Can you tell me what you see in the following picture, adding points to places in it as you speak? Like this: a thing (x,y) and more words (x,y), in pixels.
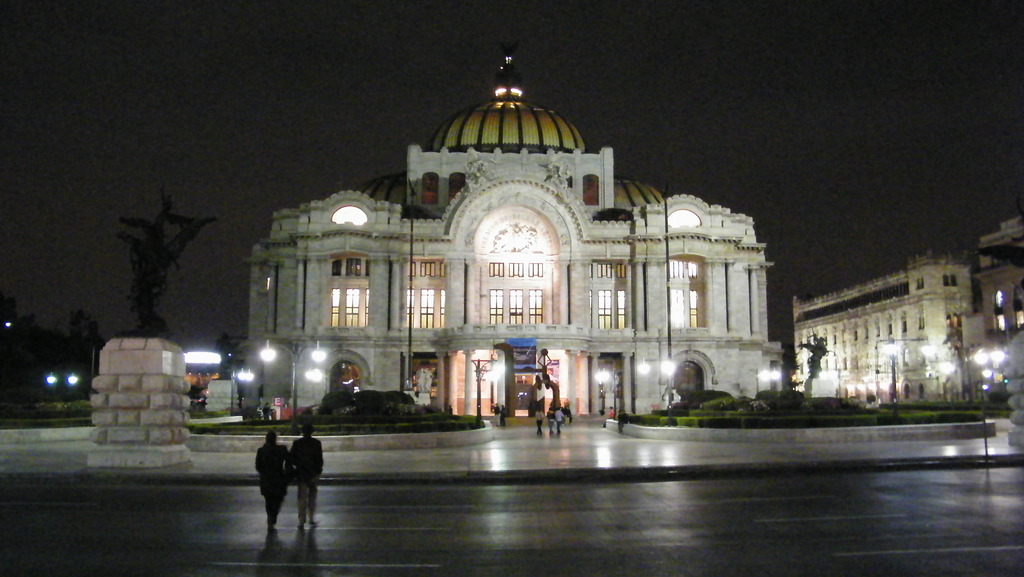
In this image I can see two people (316,480) on the road (536,530). To the side of the road (605,530) I can see the statues (107,383). I can also see the plants (351,428), lights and few people (562,424) standing. In the background (637,347) I can see many buildings (448,328) and the sky (441,66).
